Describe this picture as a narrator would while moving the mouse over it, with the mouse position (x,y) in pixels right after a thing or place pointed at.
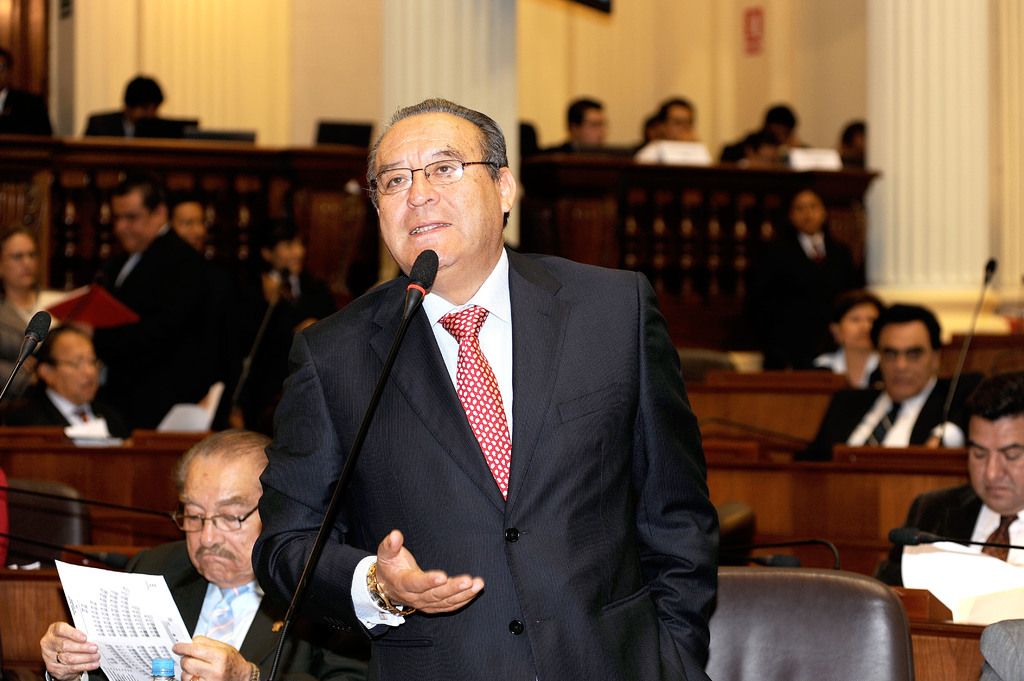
In this picture we can see a man (381,515) wore a spectacle (476,165), tie (469,328), blazer (425,425), watch (384,604) and in front of him we can see a mic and at the back of him we can see a group of people (193,259), chairs (798,642), mics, pillars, walls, tables (649,185), papers (186,427) and some objects (78,326).
